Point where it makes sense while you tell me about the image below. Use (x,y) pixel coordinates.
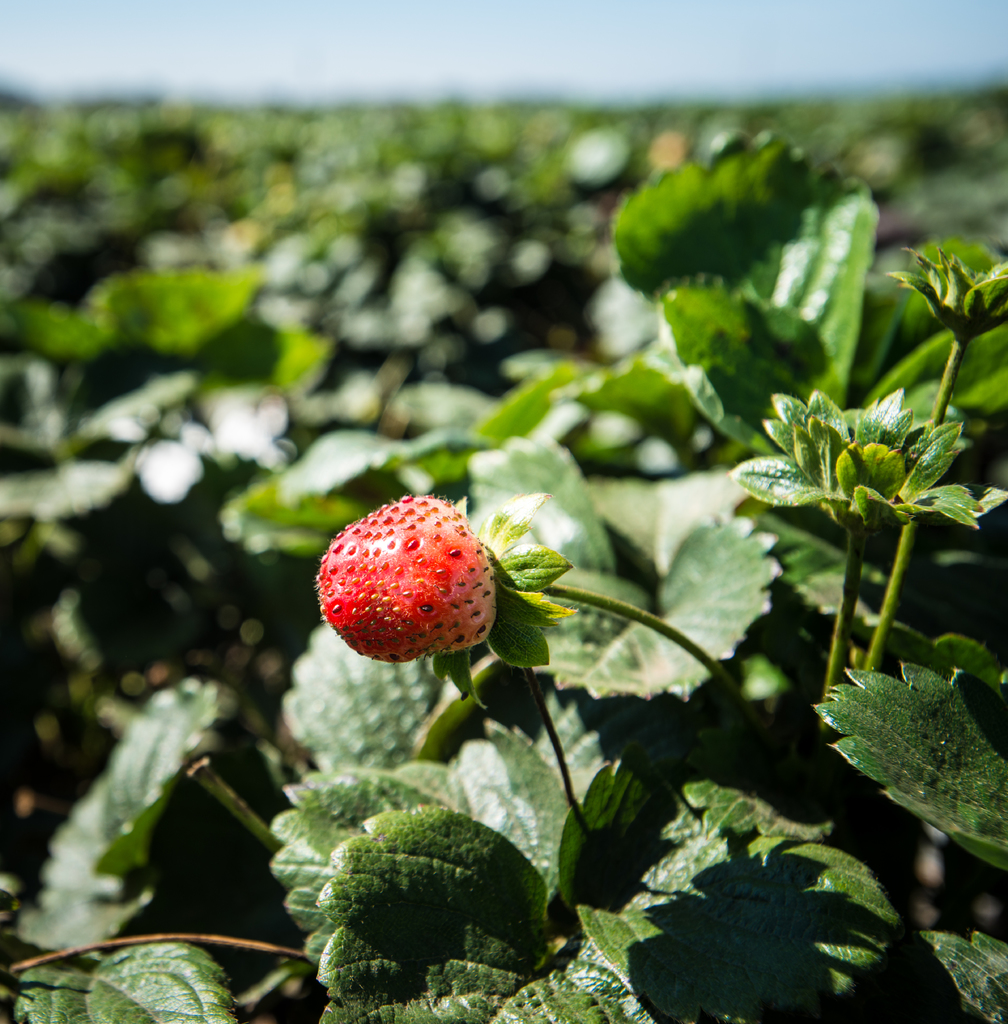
As we can see in the image there are plants (234,501) and fruit (380,569). At the top (470,31) there is sky (470,31). The background (288,169) is little blurred.
